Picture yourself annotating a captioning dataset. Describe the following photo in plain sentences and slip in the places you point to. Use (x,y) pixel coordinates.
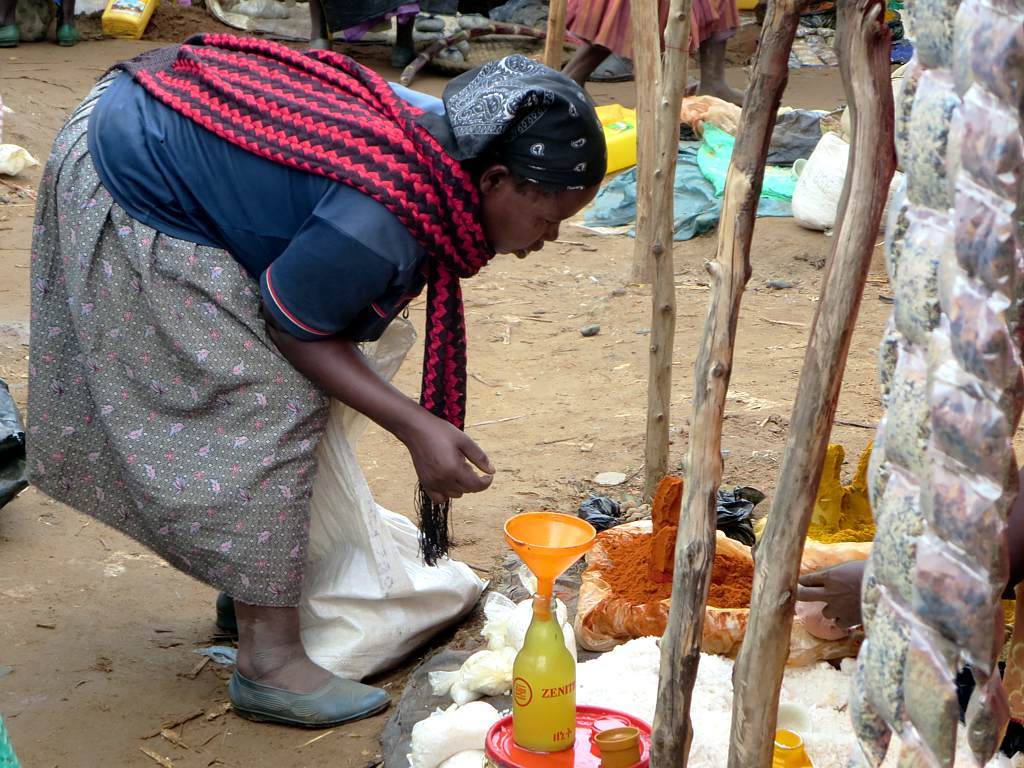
In this picture we can see a woman (152,330) on the ground (106,559), here we can see bottle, wooden poles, funnel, clothes (130,361), person's legs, cans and some objects (523,602).
